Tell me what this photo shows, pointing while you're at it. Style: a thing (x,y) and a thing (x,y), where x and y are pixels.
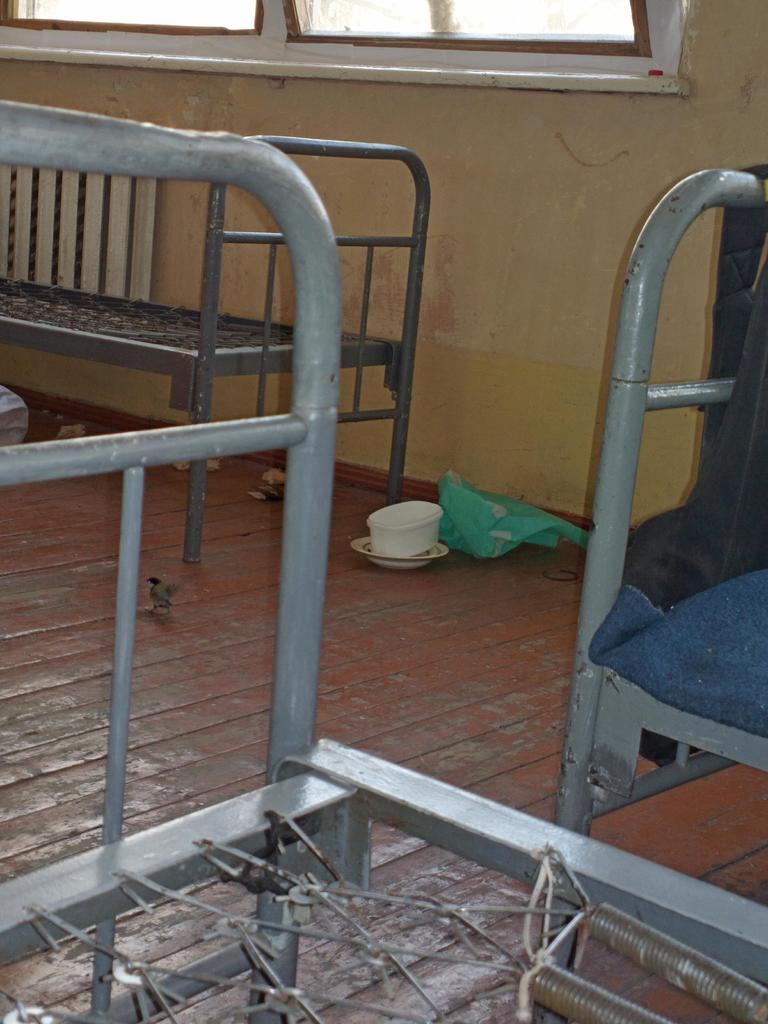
In this image there are a few metal beds (203,823), on the one of the bed (714,175) there are clothes (691,535), there are a few objects (366,549) and a bird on the floor (459,636). In the background (440,166) there is a wall (579,106) and a window (432,25).
